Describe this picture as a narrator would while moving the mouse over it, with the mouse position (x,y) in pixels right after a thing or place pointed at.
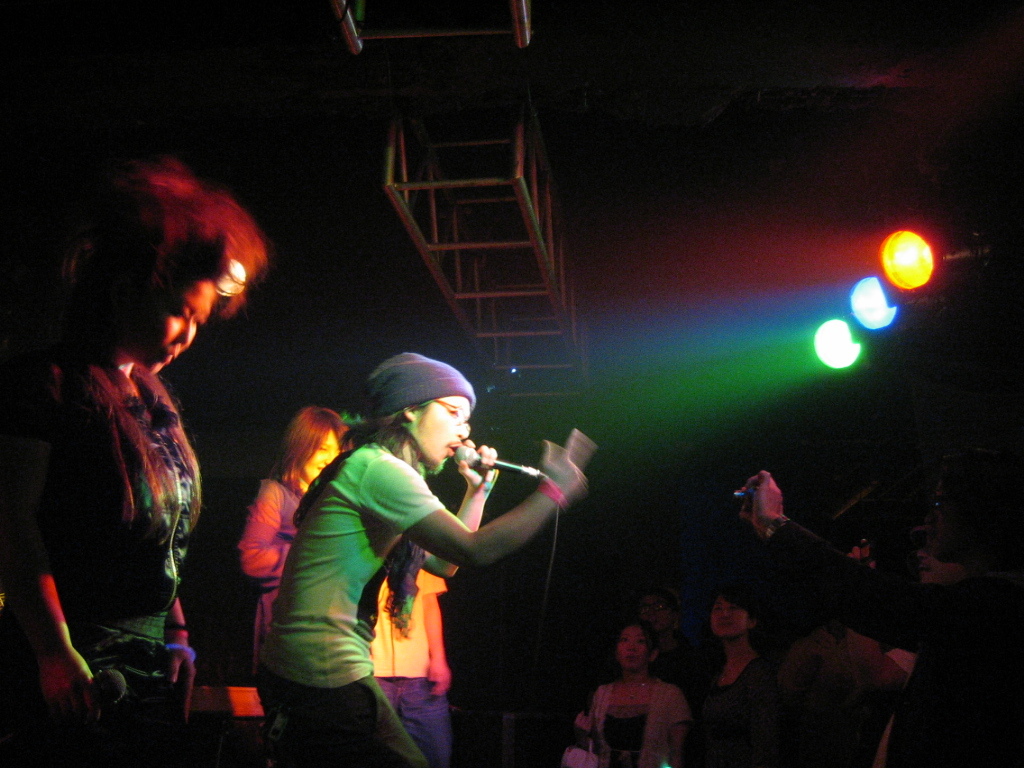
In the foreground (389,538), I can see a group of people (740,614) on the floor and two persons (383,570) are holding some objects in their hand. In the background (624,617), I can see lights (729,351), metal objects (448,297) and a dark color. This image taken, maybe during night.
